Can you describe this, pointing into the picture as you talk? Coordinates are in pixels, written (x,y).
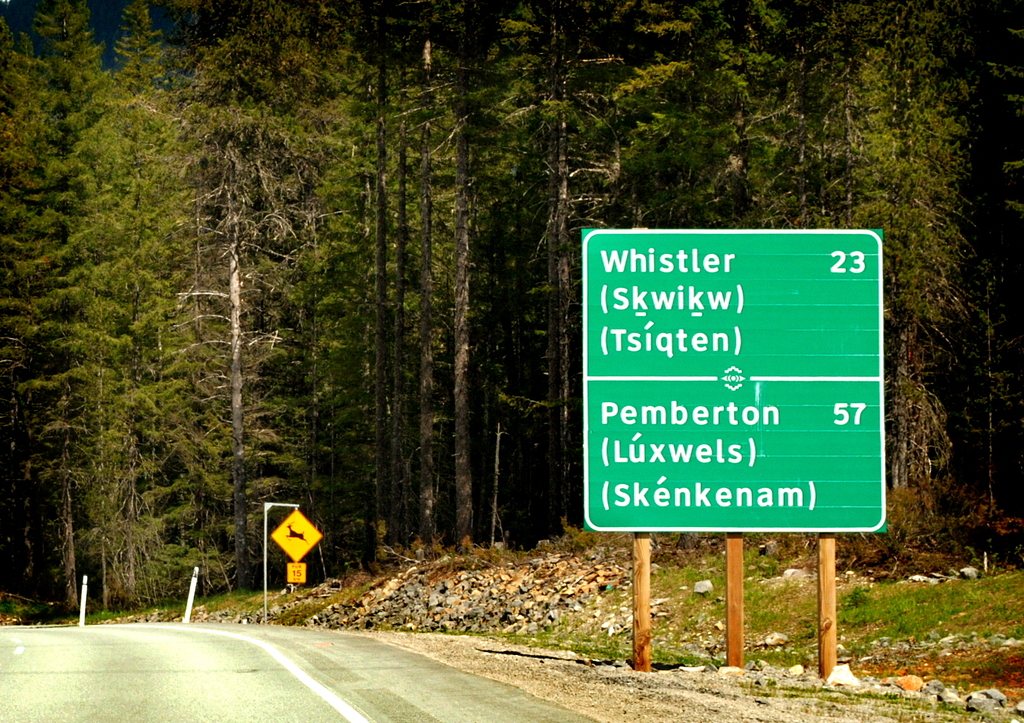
In this picture we can see there are poles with directional boards (663,453) and sign boards (302,544). Behind the boards (811,431), there are trees (756,186) and stones (911,681). On the left side of the boards (629,465), there is a road (266,639).
